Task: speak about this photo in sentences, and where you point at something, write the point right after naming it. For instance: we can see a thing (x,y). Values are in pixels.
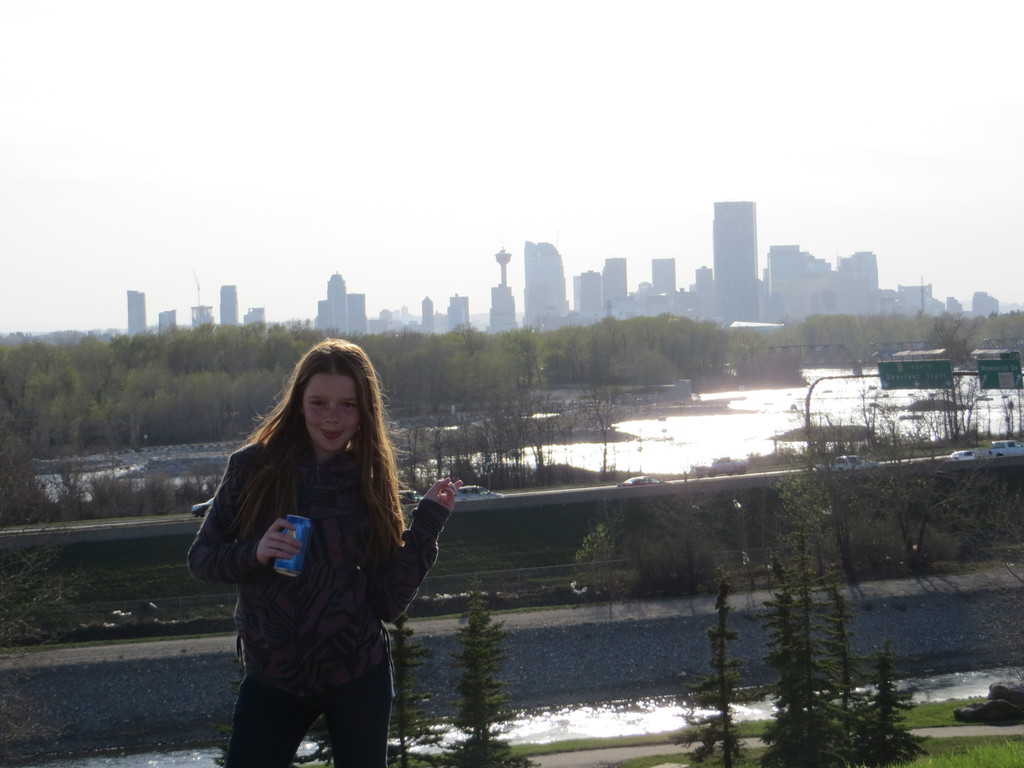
In this image we can see a person (301,579) holding a tin (296,562) and in the background (243,377) there are few trees (510,380), buildings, cars (200,516) on the road (783,469), sign board (1003,370) to the pole (810,390), water (823,383) and the sky (475,181).
